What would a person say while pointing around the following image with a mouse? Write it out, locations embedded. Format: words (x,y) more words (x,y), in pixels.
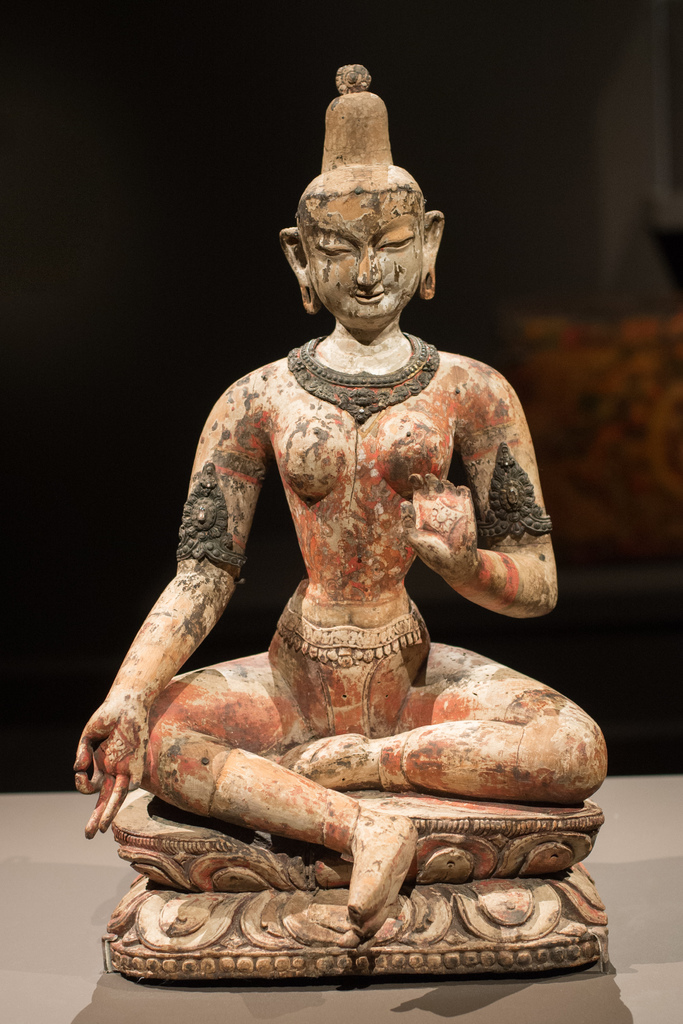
In this image I can see a statue (316,679) on the brown color surface (340,1013). Background (469,163) is in black color.
